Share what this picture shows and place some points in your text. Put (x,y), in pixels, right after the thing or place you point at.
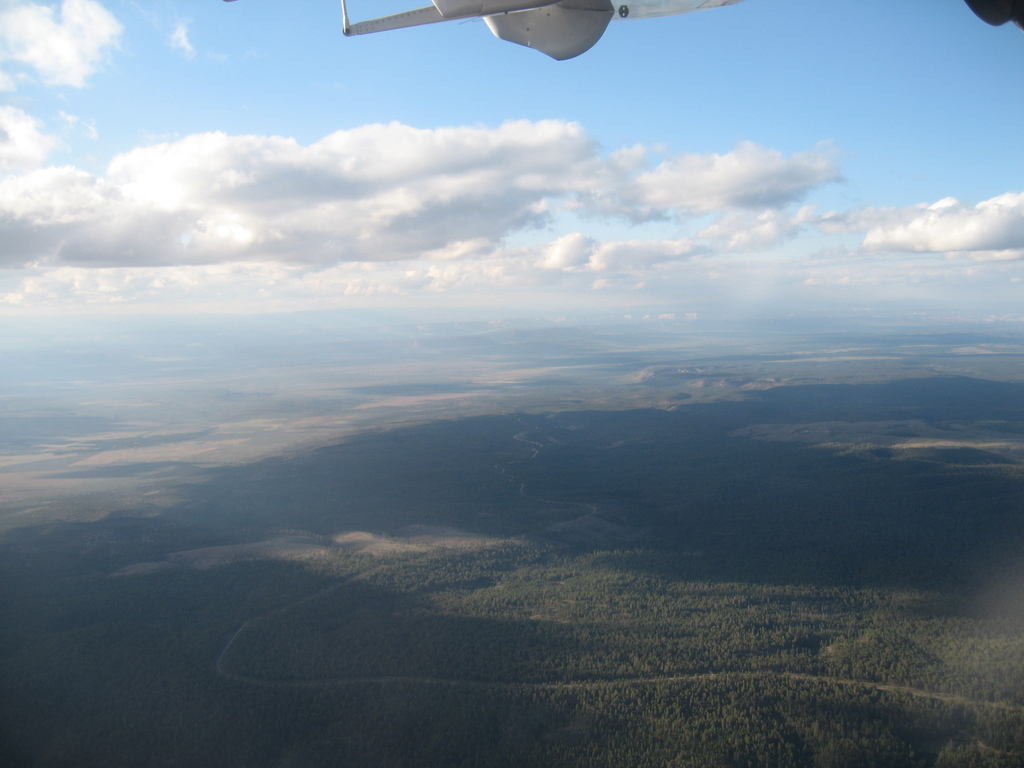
In this image at the bottom (640,674) there are some trees (661,470) and mountains (543,482), and on the top of the image (533,18) there is an airplane (594,30) and in the background (468,244) there is sky (483,244).
